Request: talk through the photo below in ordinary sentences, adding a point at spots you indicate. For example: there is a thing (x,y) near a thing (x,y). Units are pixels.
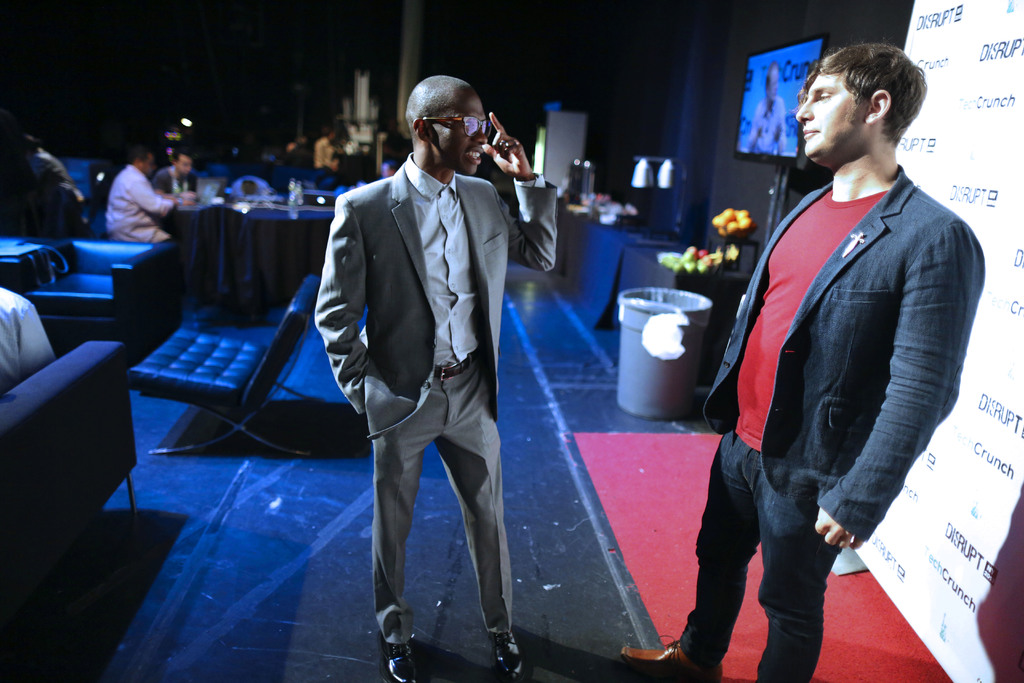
As we can see in the image there are few people (442,336) here and there, banner (966,26), screen (793,87), bucket (707,318), sofas (142,289) and table (264,226). The image is little dark.
